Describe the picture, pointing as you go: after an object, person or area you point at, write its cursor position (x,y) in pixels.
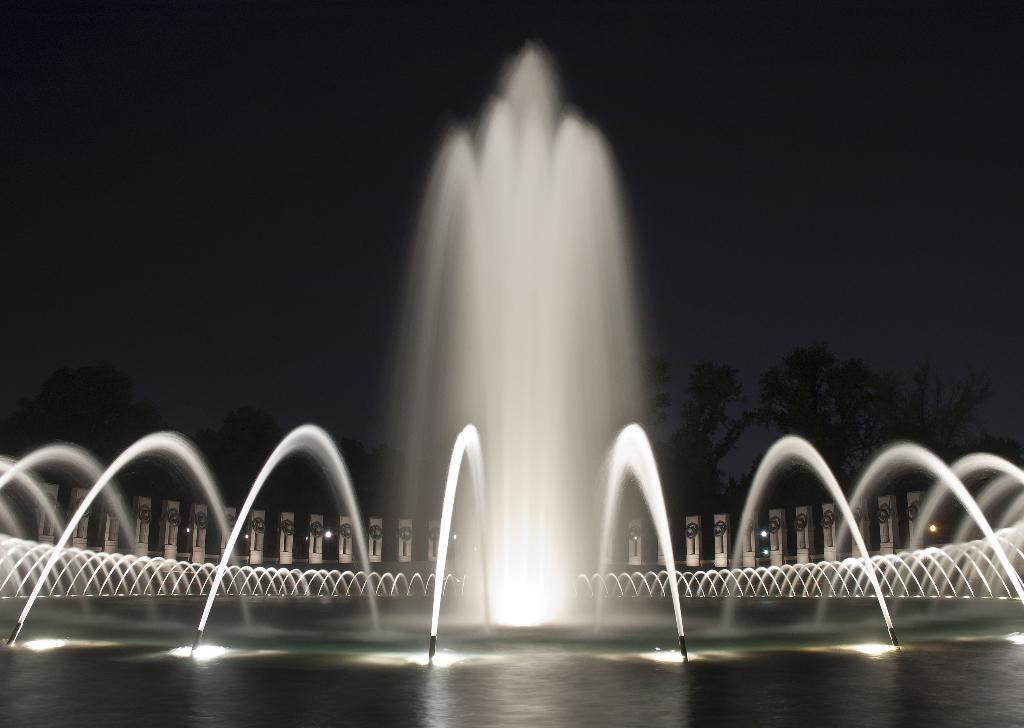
In this image we can see a fountain (347,501). We can see the water (357,540) in the image. There is a building (342,539) in the image. There are many trees (773,409) in the image. We can see the sky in the image.
